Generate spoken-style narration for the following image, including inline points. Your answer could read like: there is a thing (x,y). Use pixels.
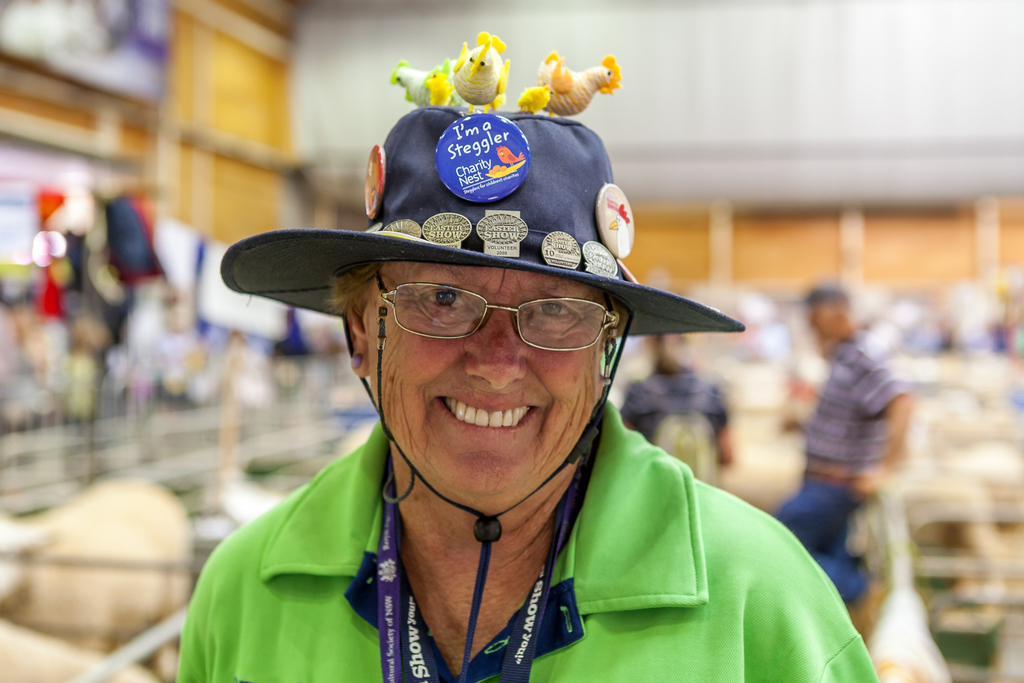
In this picture there is a lady (561,240) in the center of the image (528,404) she is wearing a hat (453,210) and there are other people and racks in the background area of the image (830,350), which are blur.
